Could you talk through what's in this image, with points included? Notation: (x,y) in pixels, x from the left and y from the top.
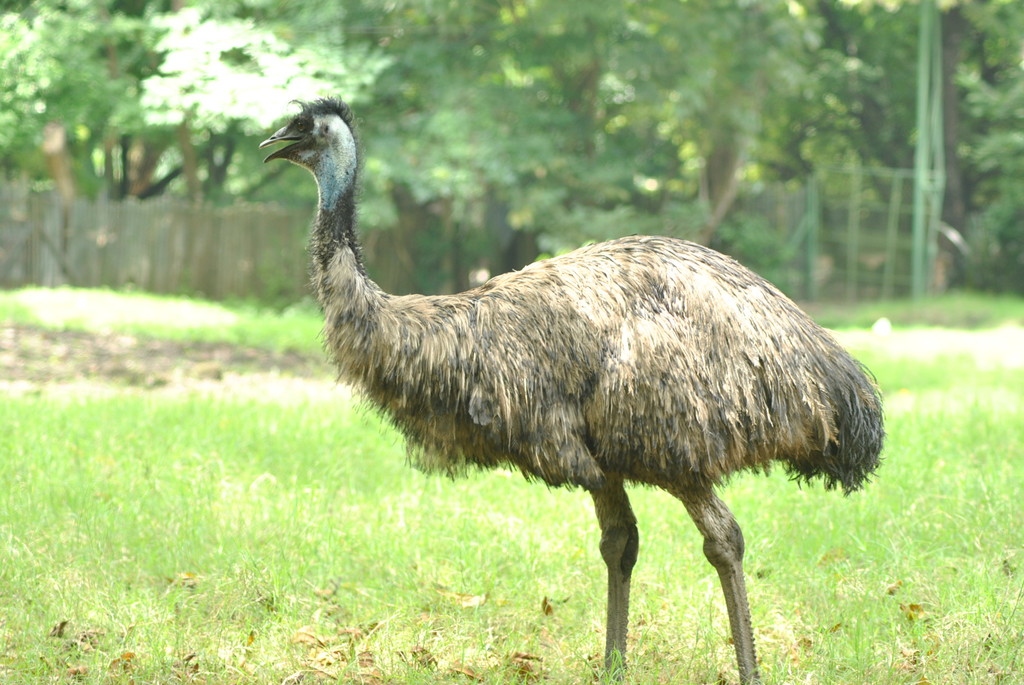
In the middle of the picture (676,406), we see the emu bird (603,433). It has a long neck (344,269). At the bottom (412,531), we see the grass (411,585) and the dry leaves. In the background (147,273), we see the wooden fence (161,261) and trees (580,197). We even see the green color rods (855,232). This picture might be clicked in a zoo.
